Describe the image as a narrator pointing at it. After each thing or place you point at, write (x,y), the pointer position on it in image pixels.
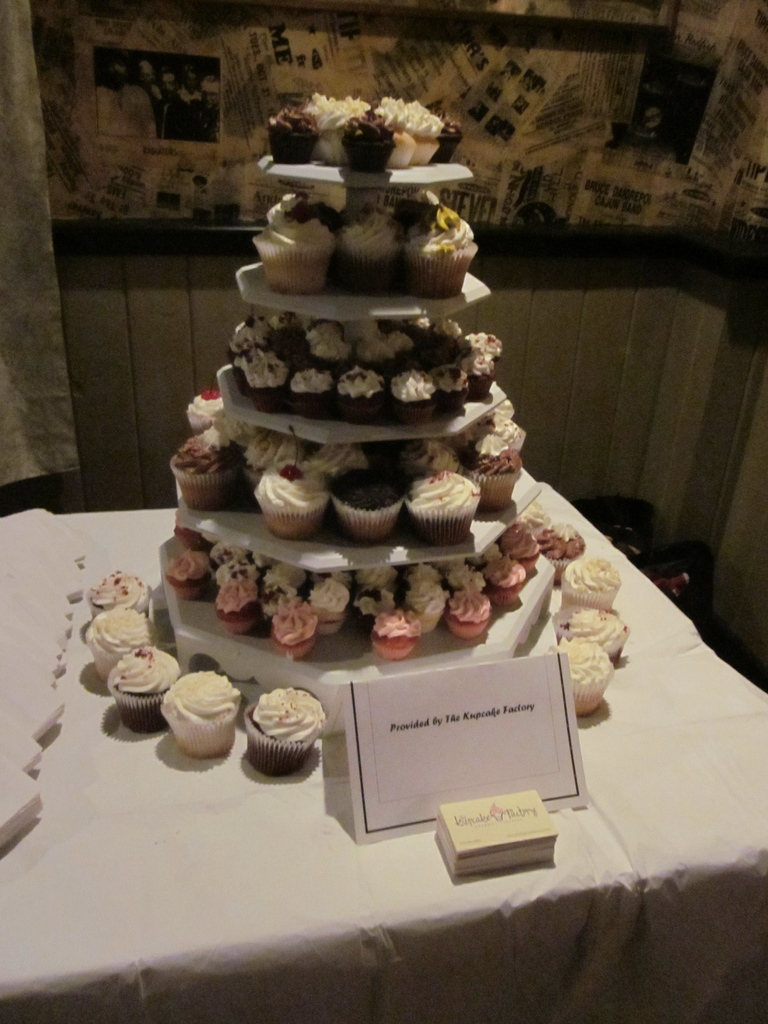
In this image I can see a white colored table (276,848) and on it I can see a white colored stand (334,700) with cupcakes (362,376) in it. I can see a board (454,737) in front of the stand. In the background (127,343) I can see the wall (130,356) and the curtain (39,321).
